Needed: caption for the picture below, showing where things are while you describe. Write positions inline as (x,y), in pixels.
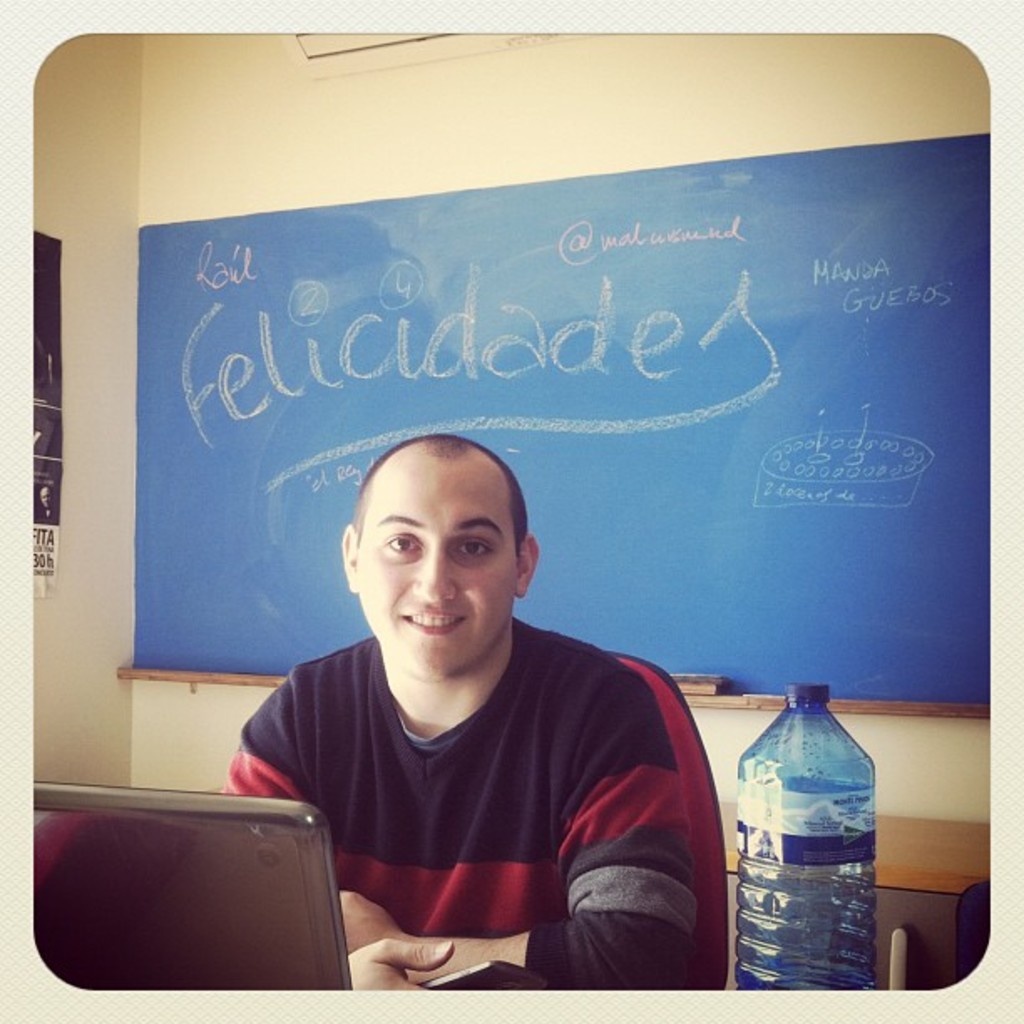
A man (353,701) is sitting on the chair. In front of him there is a laptop (310,885) and bottle (783,895). Behind him there is a board (305,403). On the board (615,336) something is written and there is a wall (690,87).
